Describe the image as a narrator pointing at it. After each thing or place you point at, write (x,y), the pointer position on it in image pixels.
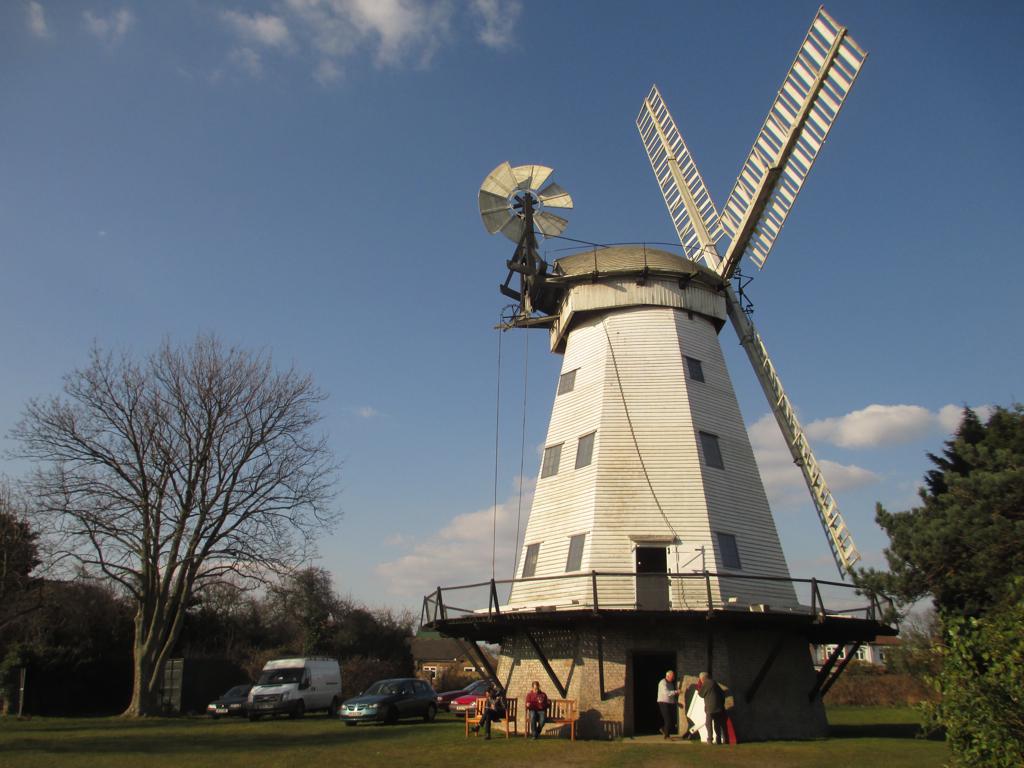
In this image, I can see a windmill (615,544). At the bottom of the image (245,760), there are trees (344,673), grass (107,737), houses (461,672), vehicles (468,694), two persons (721,721) standing and two persons (499,712) sitting on the benches (514,707). In the background (402,354), there is the sky (958,247).
